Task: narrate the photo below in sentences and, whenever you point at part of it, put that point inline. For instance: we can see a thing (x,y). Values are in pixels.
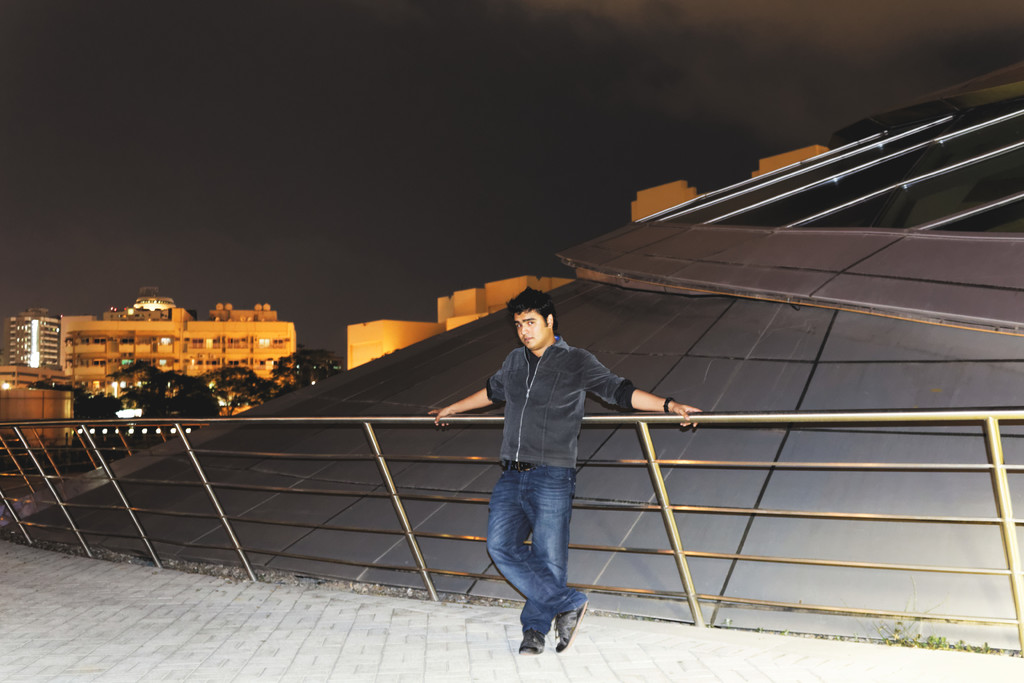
In this image I can see a man (564,394) is standing, he wore coat (547,426), trouser (517,538). On the left side (208,354) there are trees (300,381) and buildings (291,343). At the top (340,131) it is the sky (340,130).
